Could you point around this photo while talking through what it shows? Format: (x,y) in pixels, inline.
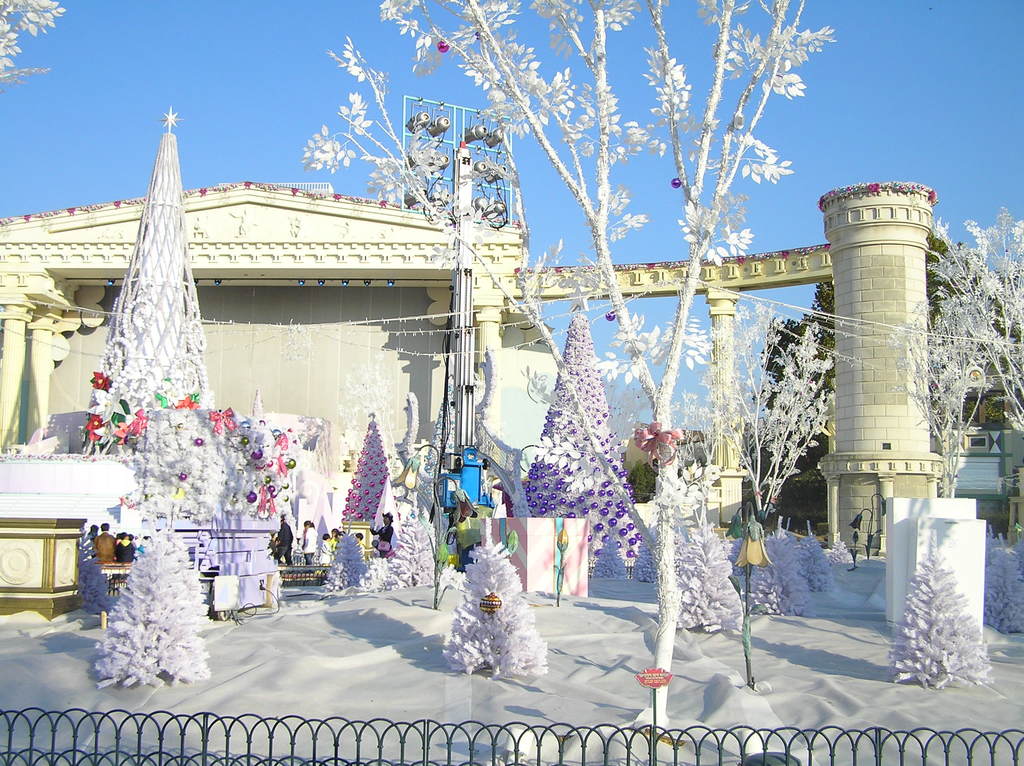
In this image there are some christmas trees (357,483), and the trees (242,469) are decorated and also there are buildings (481,344), trees (657,339), poles (461,177), pillars (872,332). In the center (467,376) there is pole (469,147) and some lights (411,122), at the bottom of the image (452,740) there is a railing (44,754) and on the left side of the image (290,540) there are some people (112,553) and some other objects (57,595). At the bottom (612,619) there is walkway (608,636), and at the top (918,37) there is sky (941,144).
